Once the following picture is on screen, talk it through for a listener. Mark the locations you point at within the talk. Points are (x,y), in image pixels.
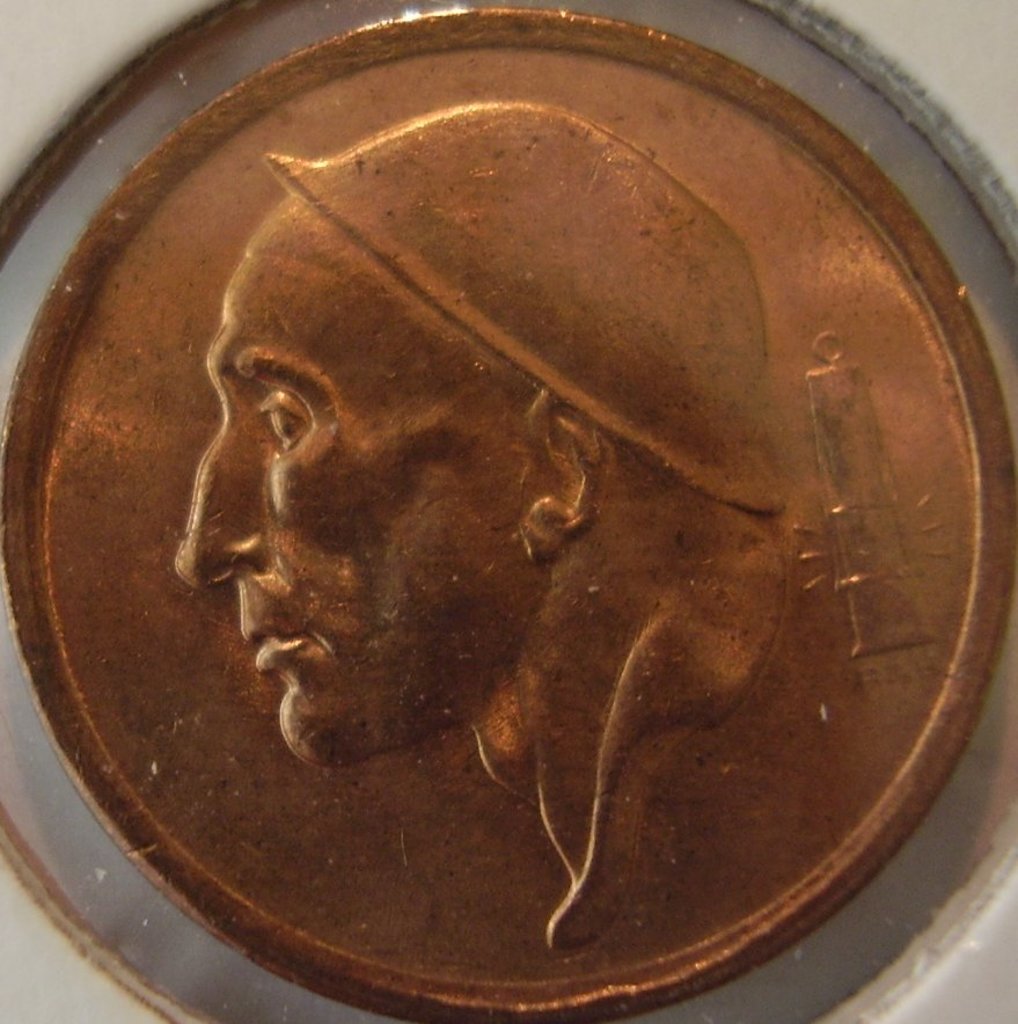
In this image I can see a coin (617,333) on which there is an image (413,511) of a person (444,570). This coin (373,571) is placed on a white surface (952,966).
